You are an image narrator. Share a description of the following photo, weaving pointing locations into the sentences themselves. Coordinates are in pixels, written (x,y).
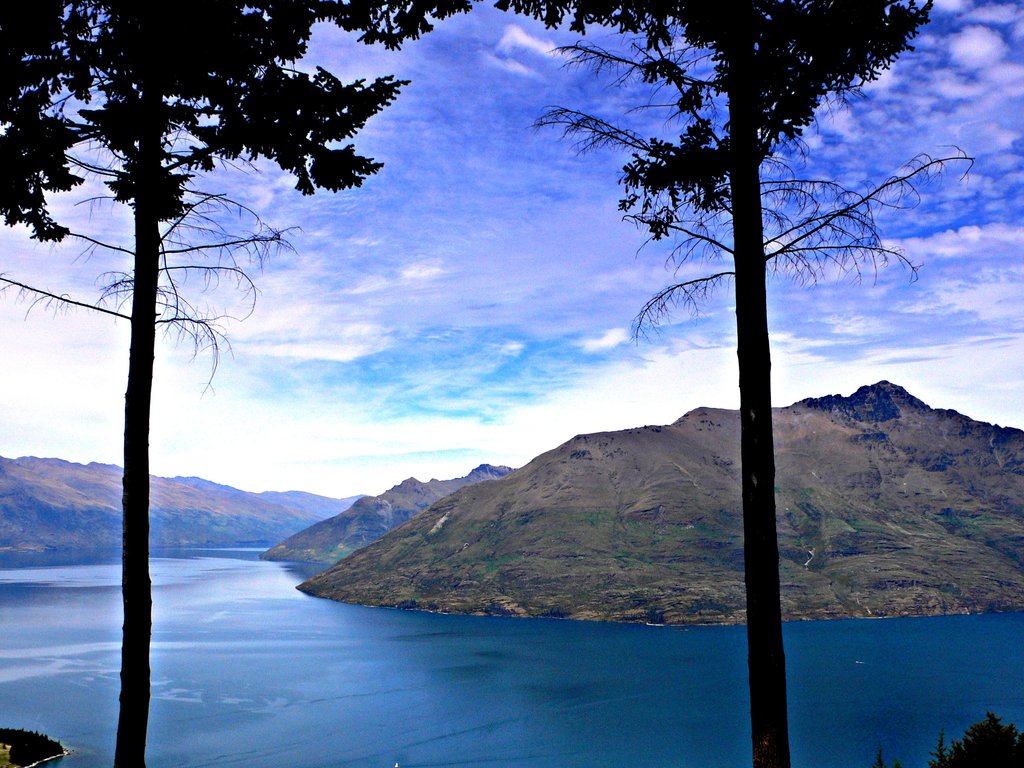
In this picture we can see beautiful view of the river water (509,649) in the front (219,676). Behind there are some mountains (722,583). In the front (665,294) bottom side we can see two tall trees (111,144). On the top (470,226) we can see the sky (417,304) and clouds (403,269).
